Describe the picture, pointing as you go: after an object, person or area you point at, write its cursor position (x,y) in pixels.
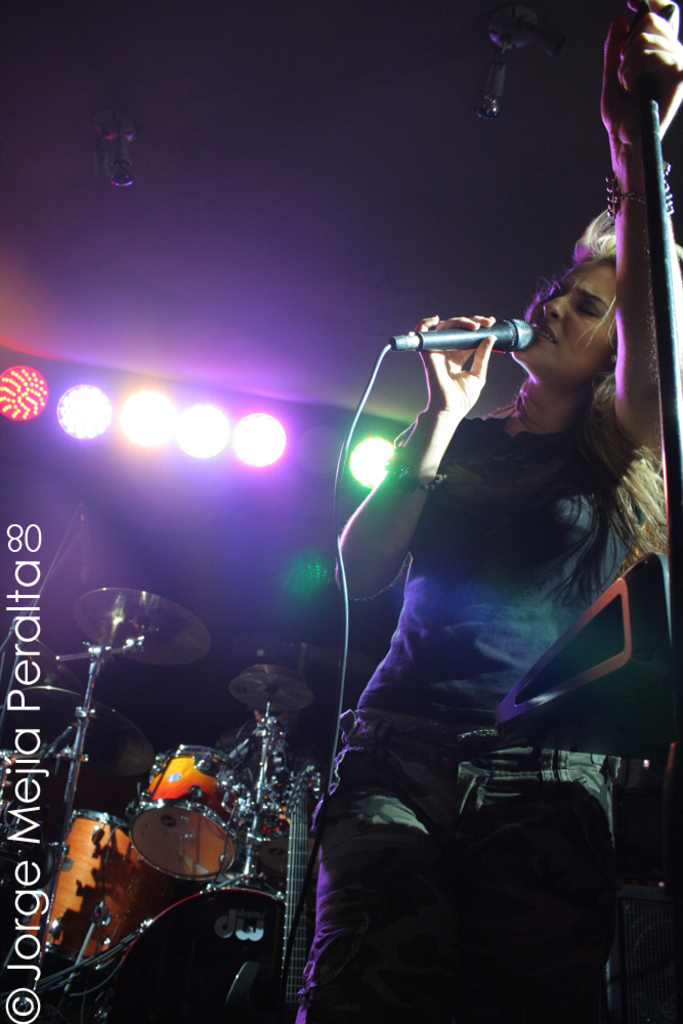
In the picture a woman (413,612) is singing in the microphone (476,345). She is wearing a black t-shirt (478,677) and pant (392,903) behind her there are drums (204,962) and lights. She is holding another stick (675,546) in her hands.
